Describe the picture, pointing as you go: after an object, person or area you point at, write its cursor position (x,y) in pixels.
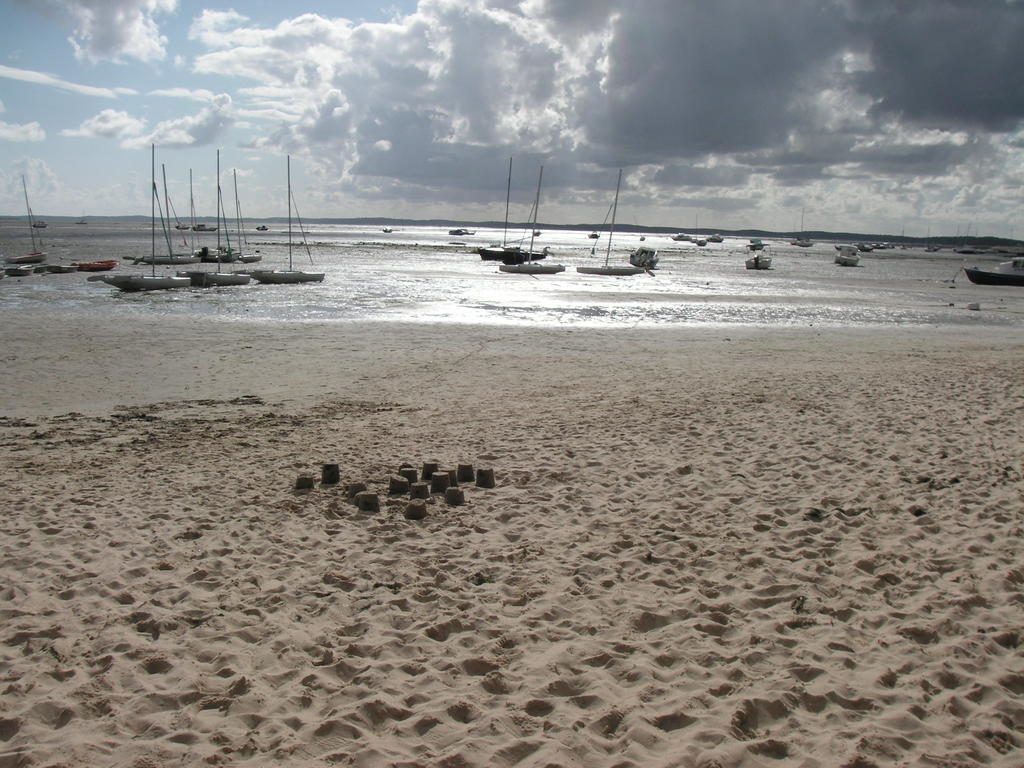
In this picture there are boats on the water (475,273). At the top (272,34) there is sky (276,67) and there are clouds (508,100). At the bottom (556,672) there is sand (753,377) and water (616,281).
